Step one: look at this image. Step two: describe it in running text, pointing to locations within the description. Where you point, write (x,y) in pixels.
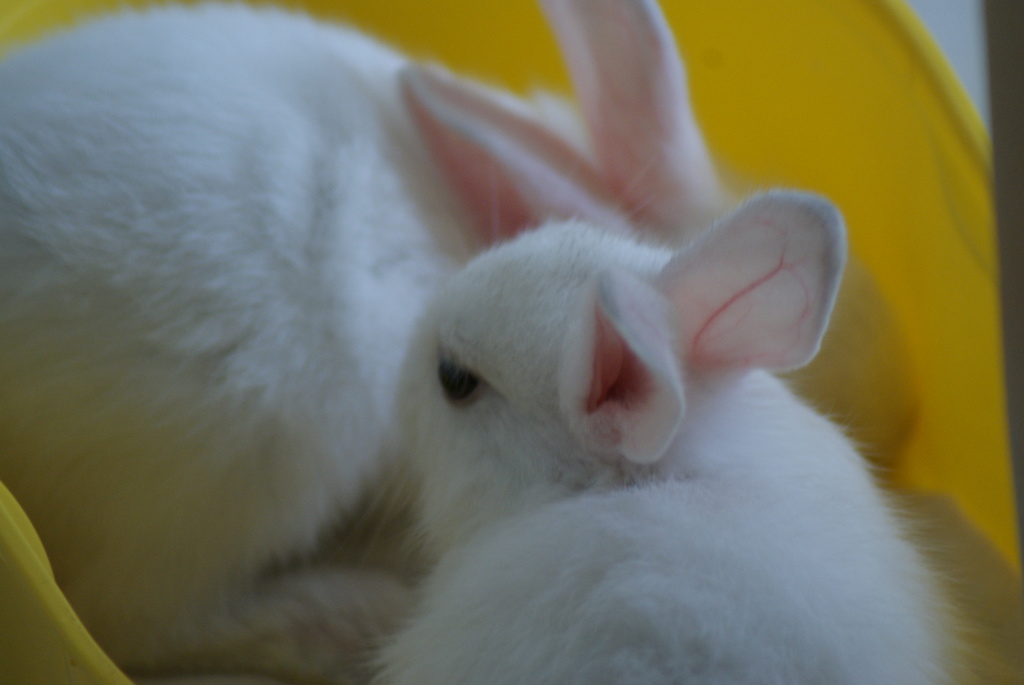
In this image I can see a yellow colored object (913,249) and in the yellow colored object (838,66) I can see two rabbits (284,193) which are white, black and pink in color.
